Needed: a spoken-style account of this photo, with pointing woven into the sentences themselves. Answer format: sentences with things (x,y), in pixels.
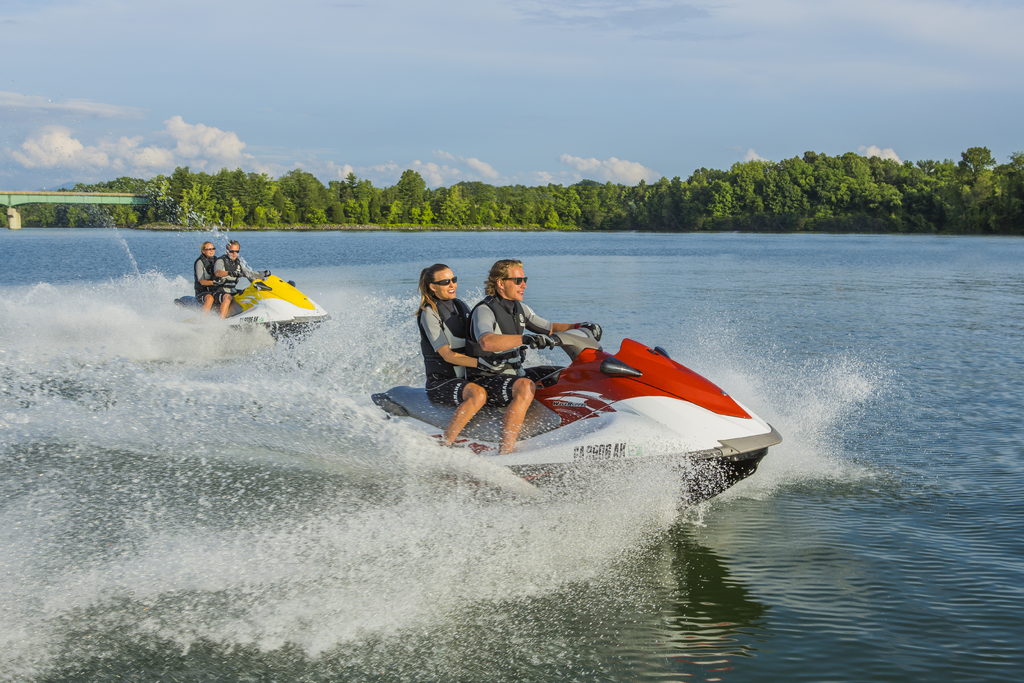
In this image at the bottom (798,520) there is water (393,303), and in the water (168,271) there are two boats (634,416). And in the boats (634,416) there are four people (428,334) who are sitting and riding, in the background (405,188) there are trees (955,170) and bridge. At the top (554,88) there is sky (552,86).
